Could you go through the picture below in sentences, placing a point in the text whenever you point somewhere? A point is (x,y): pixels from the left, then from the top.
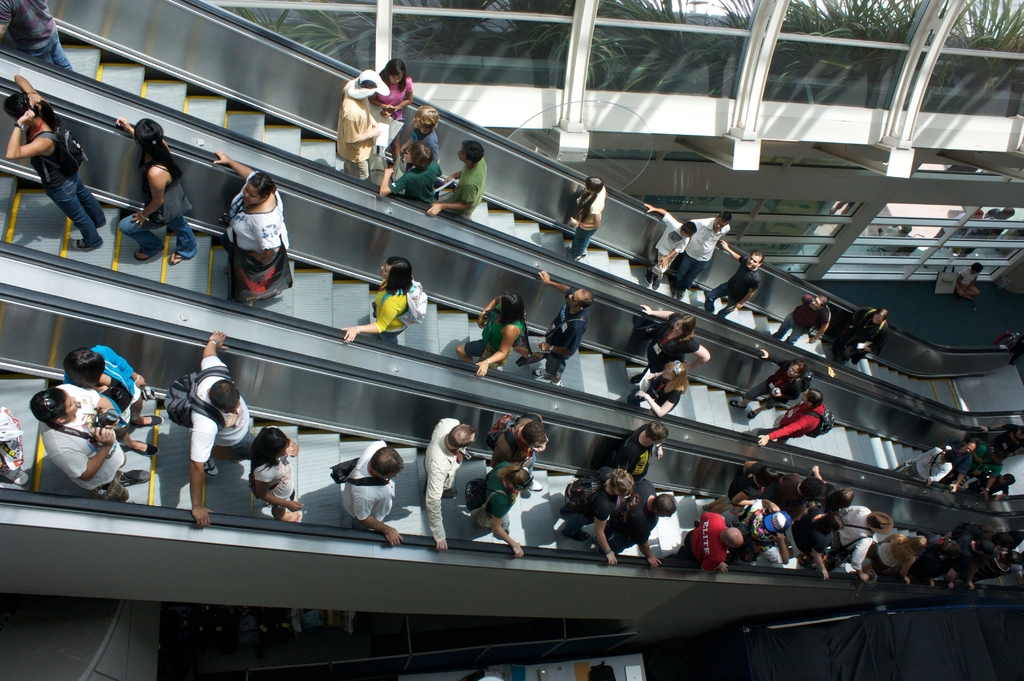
In this image there are escalators (446,380) and we can see people (433,431) on the escalators (597,448). In the background (429,68) we can see plants (532,38) through the glass (878,53).
